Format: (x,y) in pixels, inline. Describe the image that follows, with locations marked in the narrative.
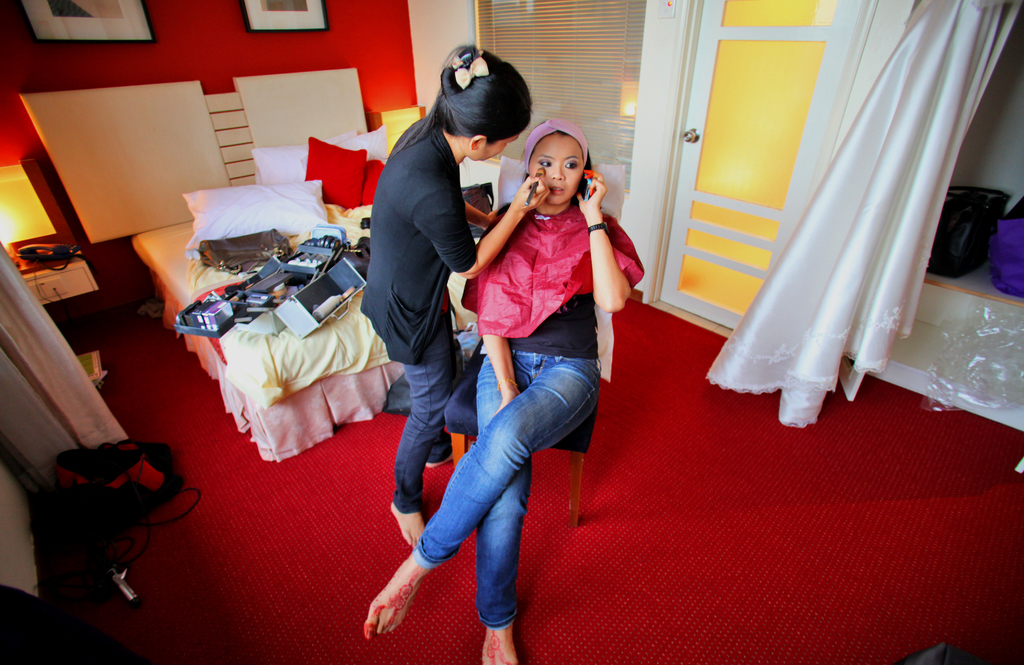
In this image I can see two people (568,287) with black and blue color dresses (533,401). On both sides of these people (571,419) I can see the curtains (840,312) and some objects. In the background (158,294) I can see the pillows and some objects (280,283) on the bed (273,342). To the side of the bed (271,357) I can see the lamp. I can also see the window blind (554,73) and the frames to the wall (162,76).
